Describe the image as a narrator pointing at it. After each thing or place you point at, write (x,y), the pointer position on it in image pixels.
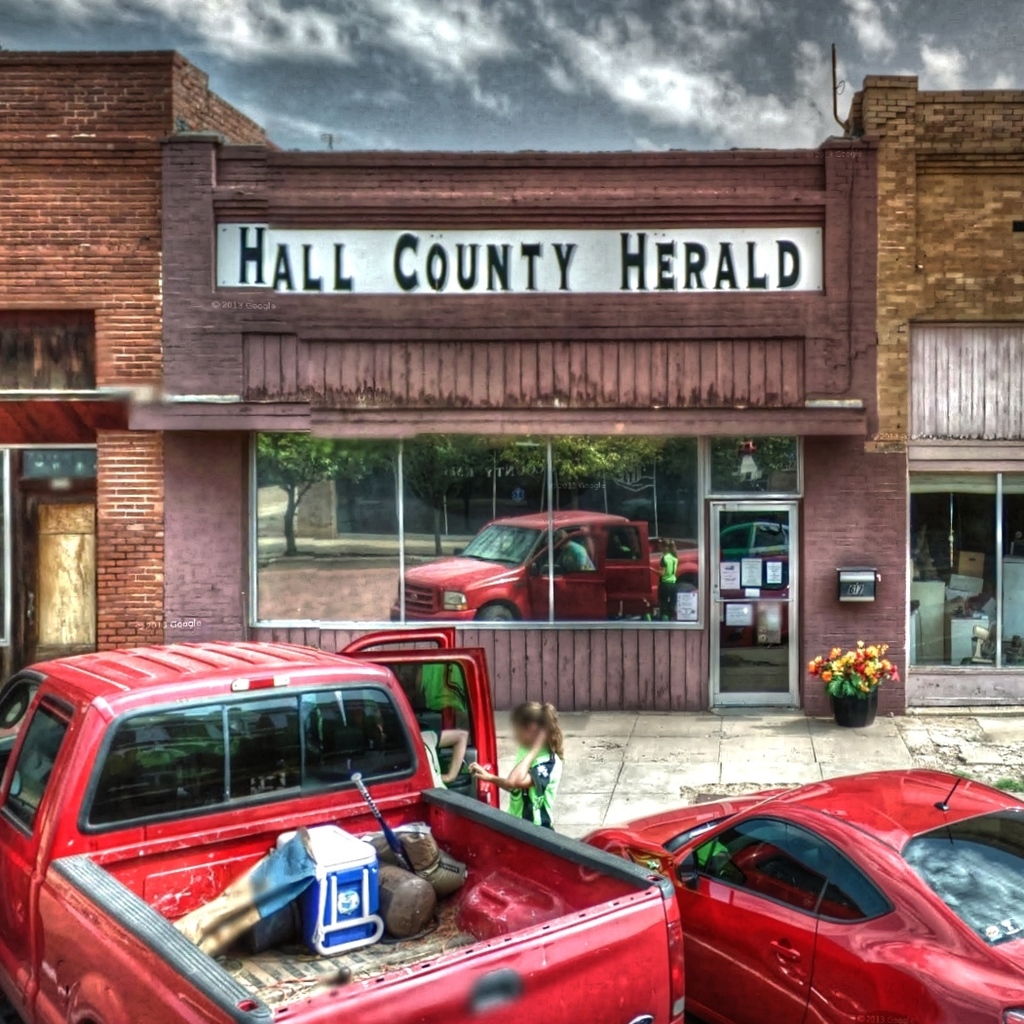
In the image we can see there are vehicles (562,909) parked on the ground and there is a person (533,742) standing near the vehicle (487,812). There are objects (340,878) kept in the vehicle (336,1005) and there are buildings (627,360). The buildings (439,356) are made up of red bricks (888,539) and its written ¨Hall County Herald¨. There are flowers (863,649) on the plant (845,682) and the plant (859,668) is kept on the pot (863,721). There is a reflection (675,576) of vehicles (580,566) on the glass (641,513) of the window (493,538). There is a cloudy sky (450,90).
